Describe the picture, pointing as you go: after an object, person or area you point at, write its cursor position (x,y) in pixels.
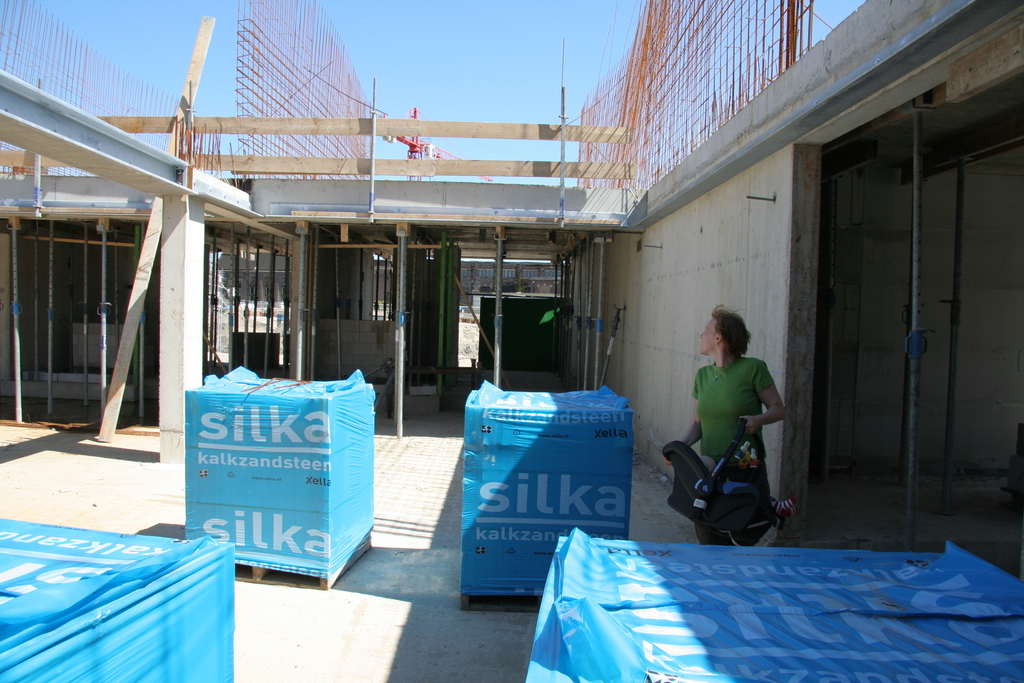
In the picture I can see the packed boxes (540,458) on the floor (155,441). There is a person (701,342) on the right side (708,422) holding something in the hands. I can see a construction tower crane (435,152). I can see the wooden blocks (457,173). There are no clouds in the sky (509,110).
